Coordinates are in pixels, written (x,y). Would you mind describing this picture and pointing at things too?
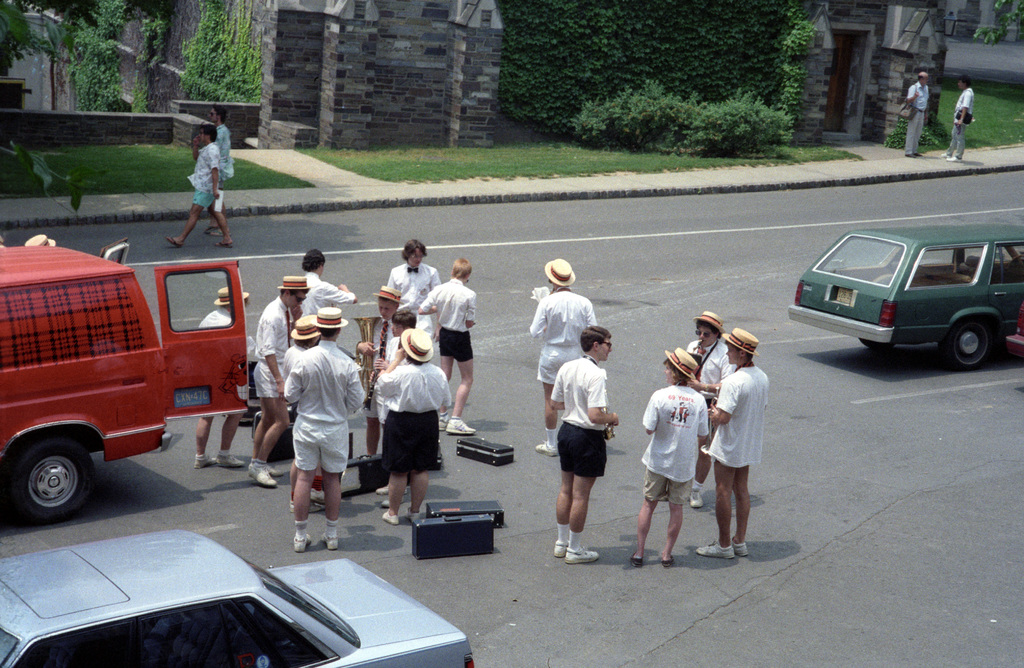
In this image I can see a road (890,440) and on it I can see few vehicles (93,292), few black colour briefcases (509,448), shadows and I can see number of people (706,318) are standing. I can see all of them are wearing white colour dress (568,387), shorts (425,441), shoes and most of them are wearing cream colour hats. In the background (398,173) I can see grass (635,152), plants (562,105) and a building (464,77).
